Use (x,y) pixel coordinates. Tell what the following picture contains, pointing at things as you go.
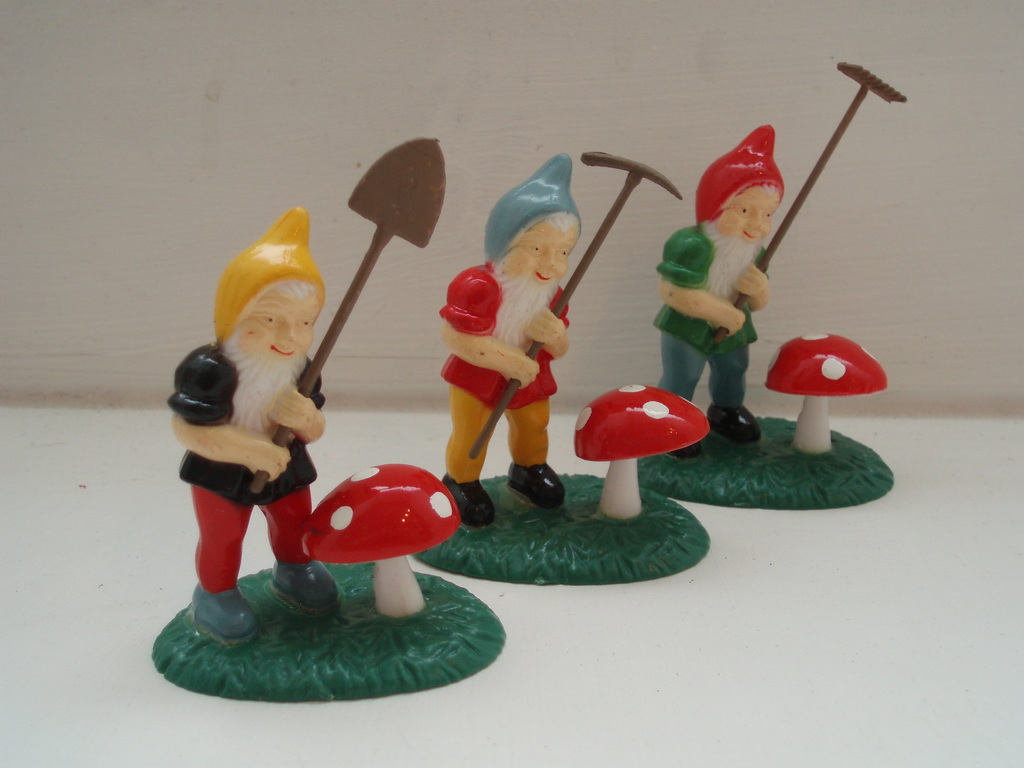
In this picture we can see toys of persons (259,401) holding tools (555,314) with their hands (544,321), here we can see mushrooms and these all are on a floor (159,474) and we can see a wall (609,202) in the background (582,208).
